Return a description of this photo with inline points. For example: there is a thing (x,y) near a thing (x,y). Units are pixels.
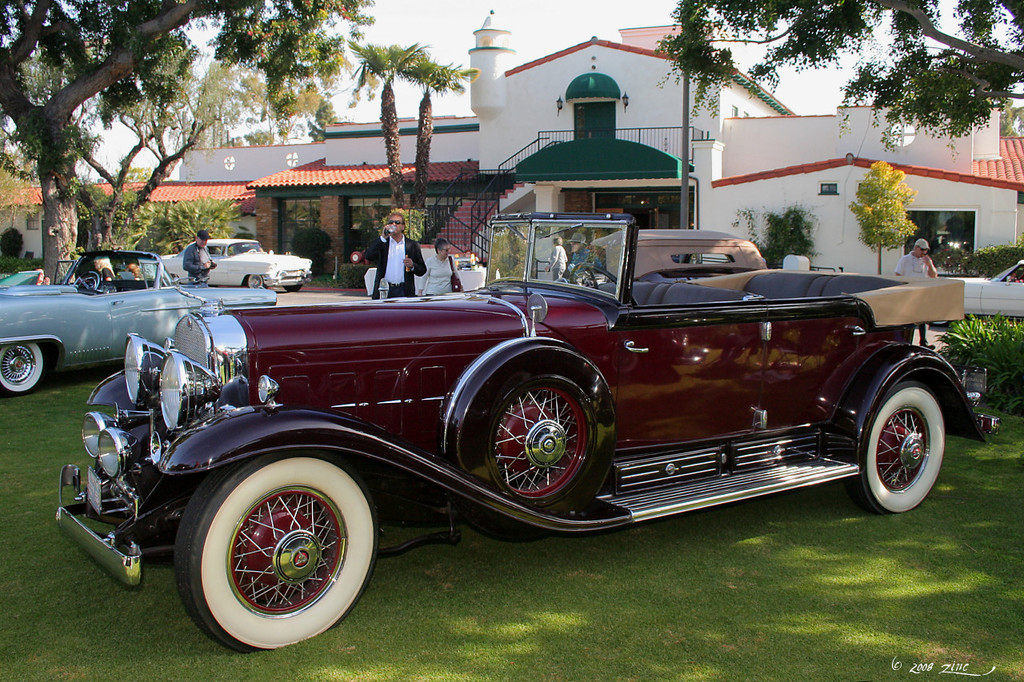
In this image we can see houses (992,206), stairs (477,181), railing (471,217), trees (417,172), vehicles (833,422), people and we can also see the sky (465,95).
